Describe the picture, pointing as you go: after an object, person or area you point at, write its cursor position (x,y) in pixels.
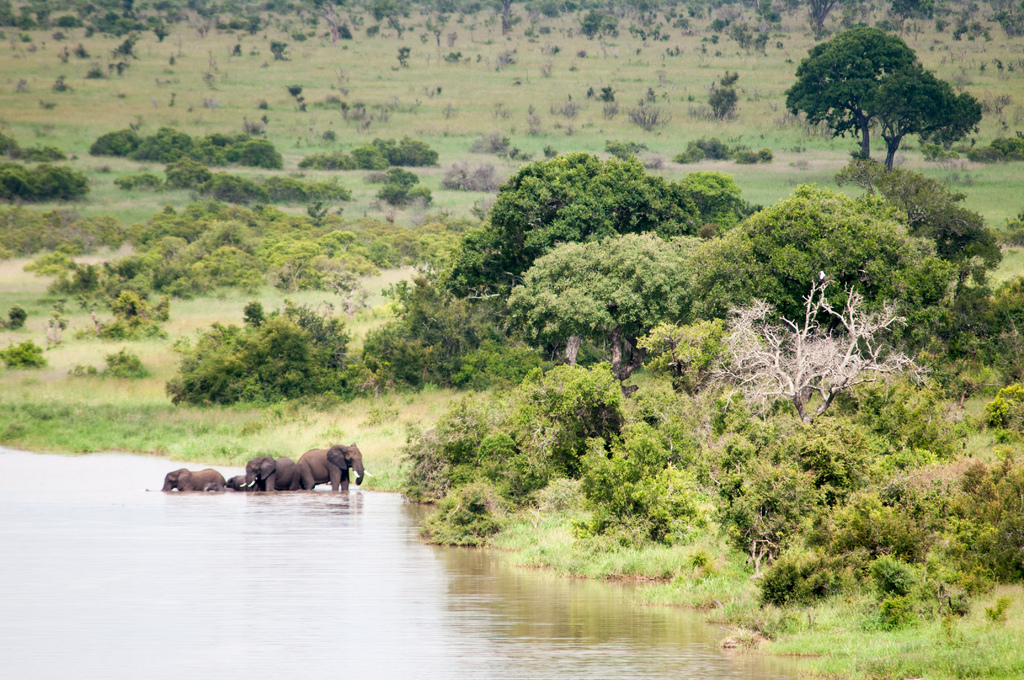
This picture shows bunch of elephants (352,451) in the water (260,545) and we see trees (393,245).
